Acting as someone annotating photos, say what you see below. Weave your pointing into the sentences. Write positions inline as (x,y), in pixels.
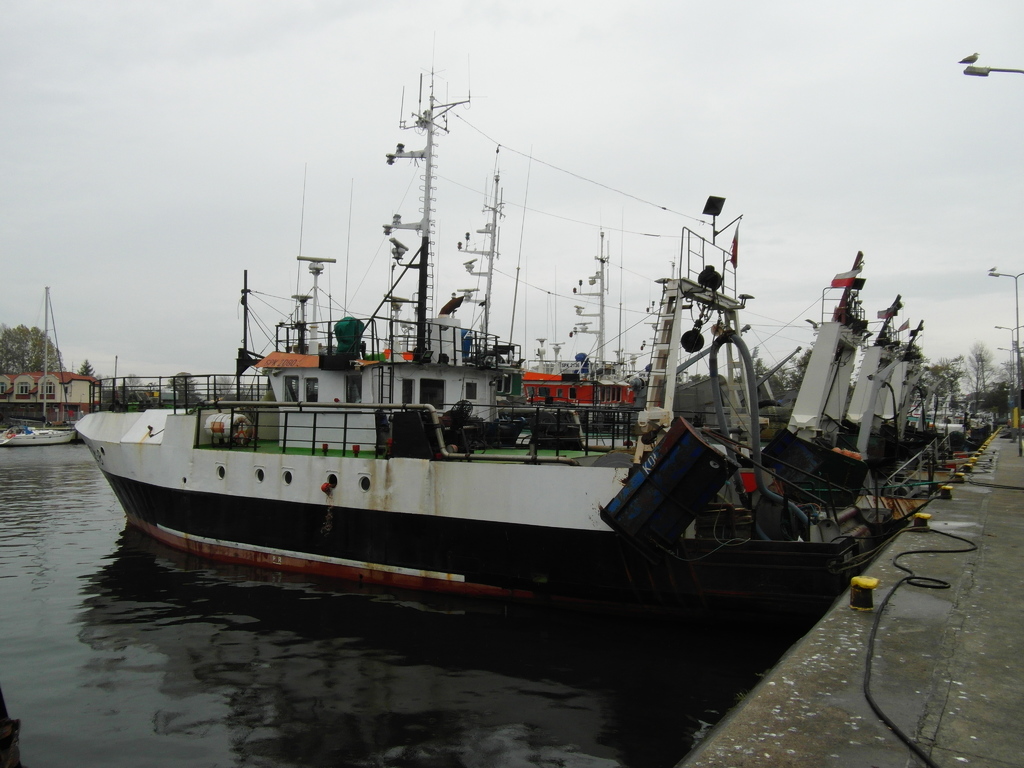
In this image I can see the water (268,703), few boats (432,446) on the surface of the water (175,752), a quay (975,663), few poles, few ropes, few trees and few buildings (74,385). In the background (809,280) I can see the sky (601,173).
